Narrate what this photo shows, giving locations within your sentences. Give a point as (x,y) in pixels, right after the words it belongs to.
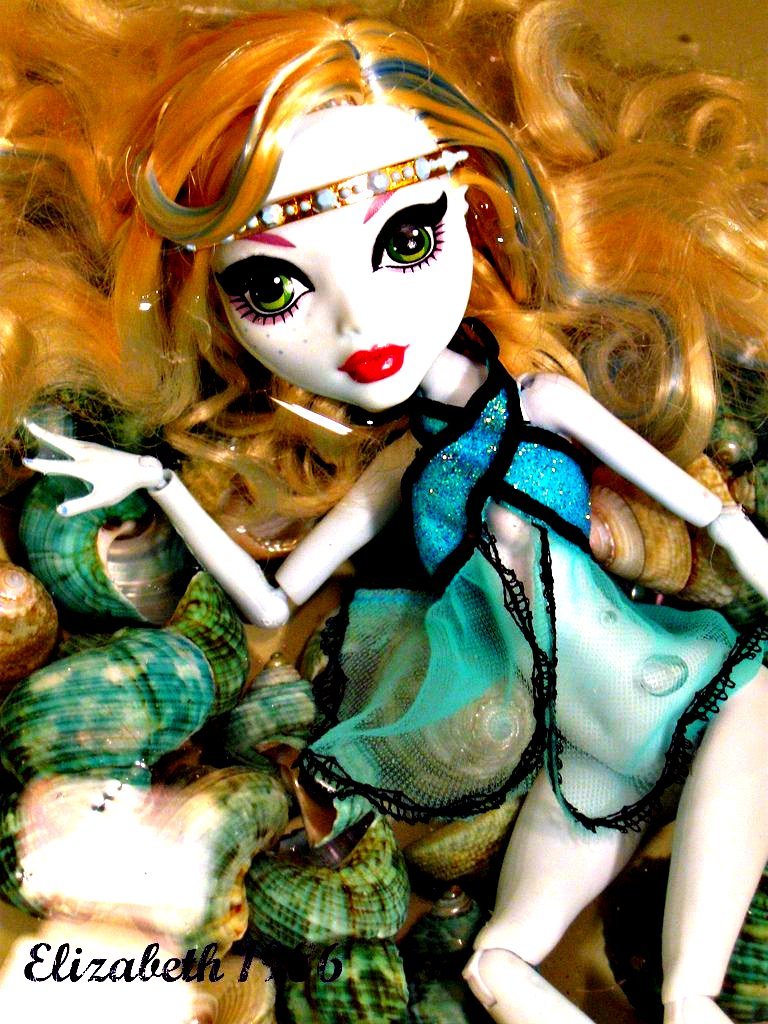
In this image it seems like an animated image (442,544) in the middle (488,614). In the background (242,858) there are few objects (294,836) which looks like shells (635,569).
